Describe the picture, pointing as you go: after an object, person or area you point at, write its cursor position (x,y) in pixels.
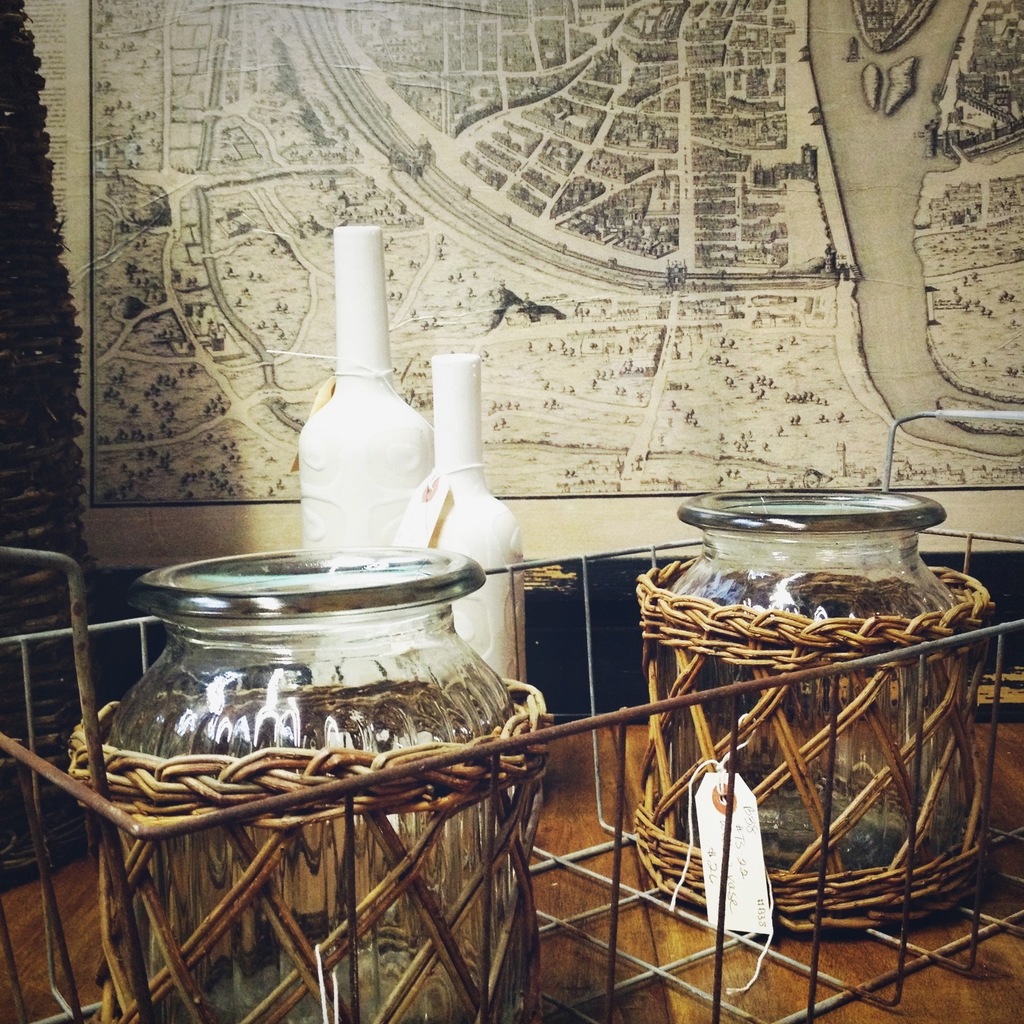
This image consists of jars (910,725) made up of glass (442,631) are kept in a metal basket (685,889). In the background (488,650), there are bottles (359,538) and a map (837,198). It looks like a cloth (679,263).
